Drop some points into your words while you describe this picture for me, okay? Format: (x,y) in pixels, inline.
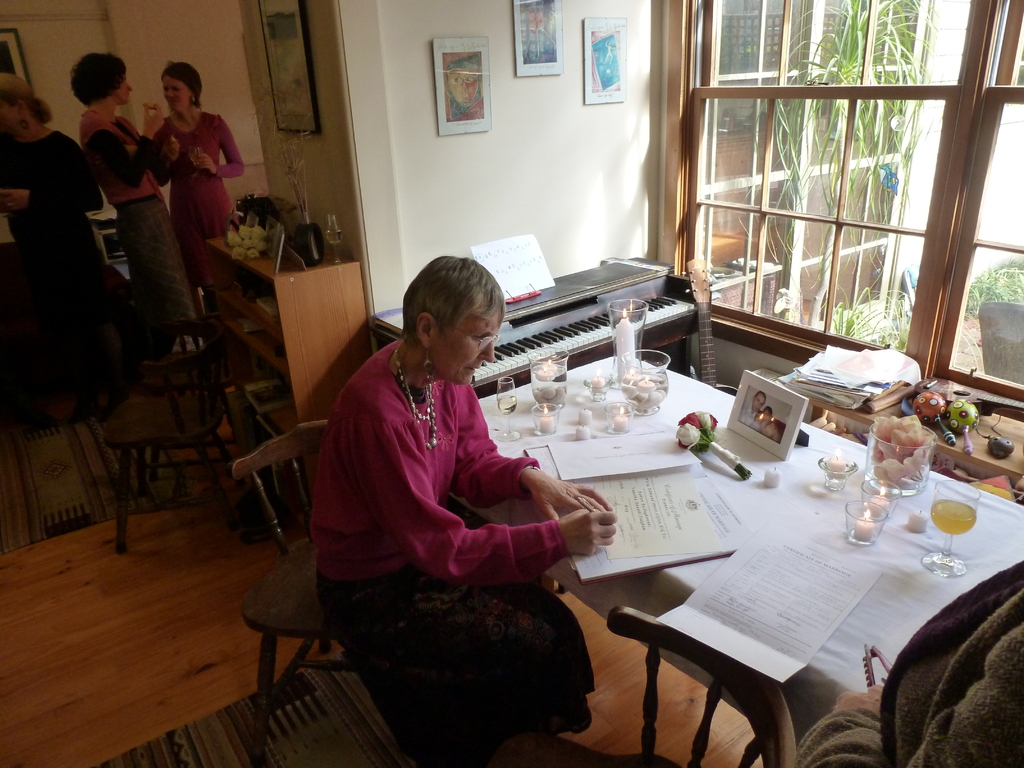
In this picture there is a old woman (528,561) sitting and writing, there are candles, flowers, book (579,479) and a photo frame (734,426) on the table (578,382). There are a group of women (15,188) standing behind her.
